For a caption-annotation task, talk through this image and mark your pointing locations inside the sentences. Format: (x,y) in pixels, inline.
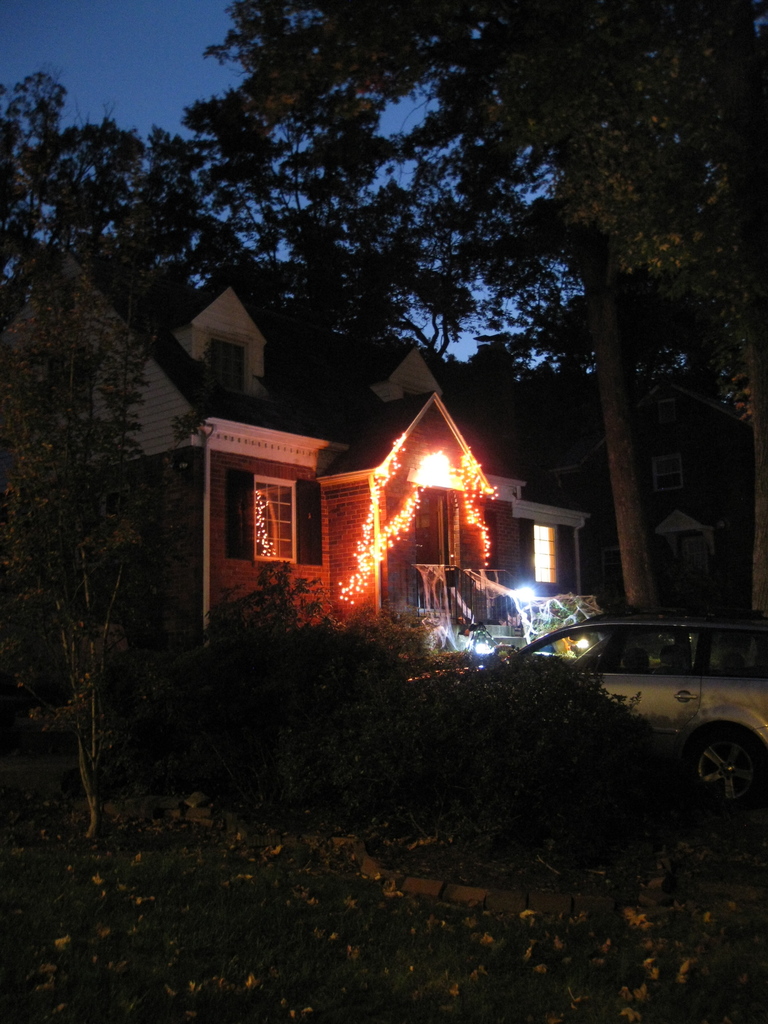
In the center of the image (418,584) there is a building (301,566) and we can see decor lights (485,490). At the bottom (623,829) there are plants (512,794). On the right (707,789) we can see a car (668,715). In the background (267,271) there are trees (110,211) and sky (142,79).
